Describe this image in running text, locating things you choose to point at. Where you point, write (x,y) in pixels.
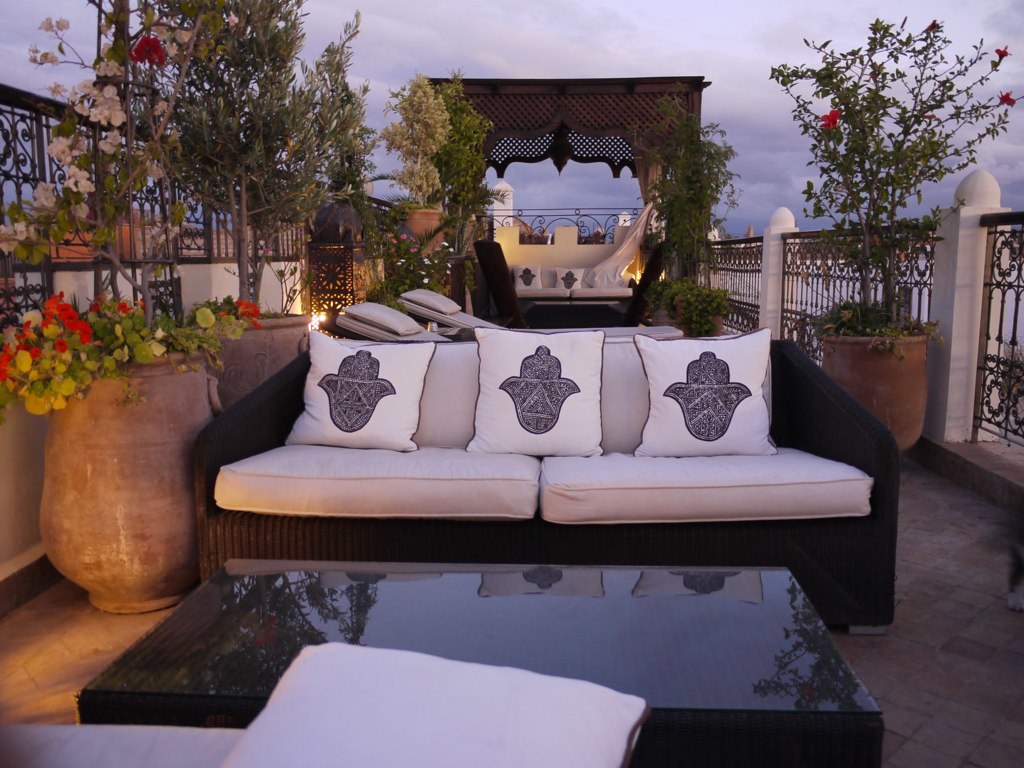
The picture is taken on a terrace (513,285). There is a sofa (524,375). In the middle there is a table (635,601). On the left (124,434) there is a pot (109,378) with plant (109,171). There is fence (63,174) around the terrace (891,258). In the background (645,119) there is a shelter like structure (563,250). Under that there is another sofa (567,287). The sky (644,38) is cloudy.
